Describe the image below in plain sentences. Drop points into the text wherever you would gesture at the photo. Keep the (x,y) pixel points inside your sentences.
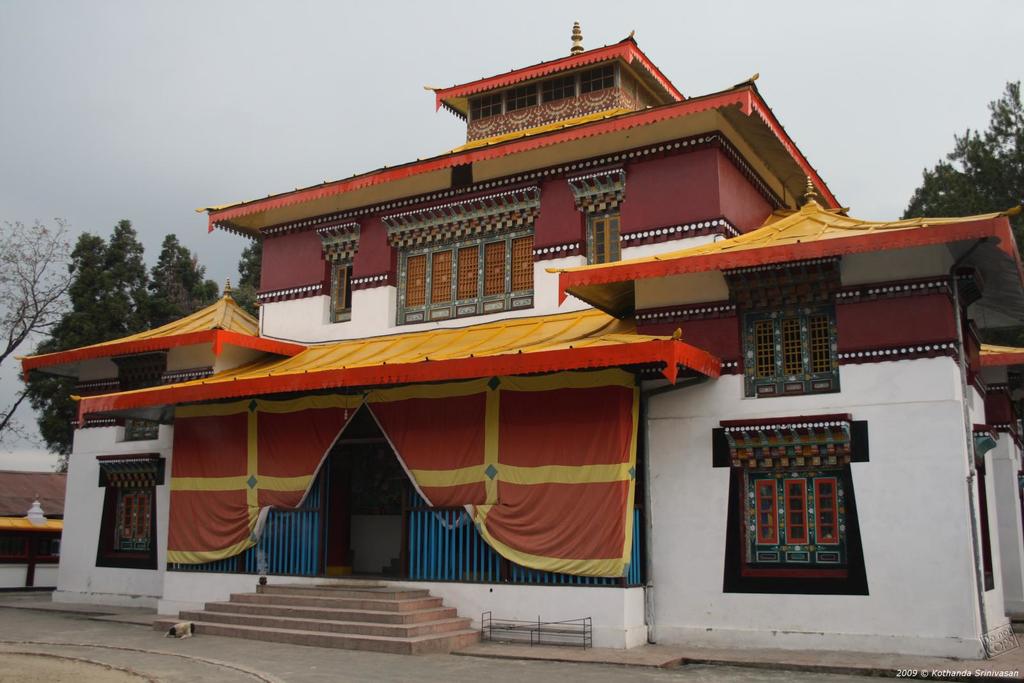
In the center of the image (521,391) we can see a building (417,374). In the background (132,322) there are trees (168,303) and sky (784,89). At the bottom (314,658) there is a road (354,675) and stairs (335,612).
